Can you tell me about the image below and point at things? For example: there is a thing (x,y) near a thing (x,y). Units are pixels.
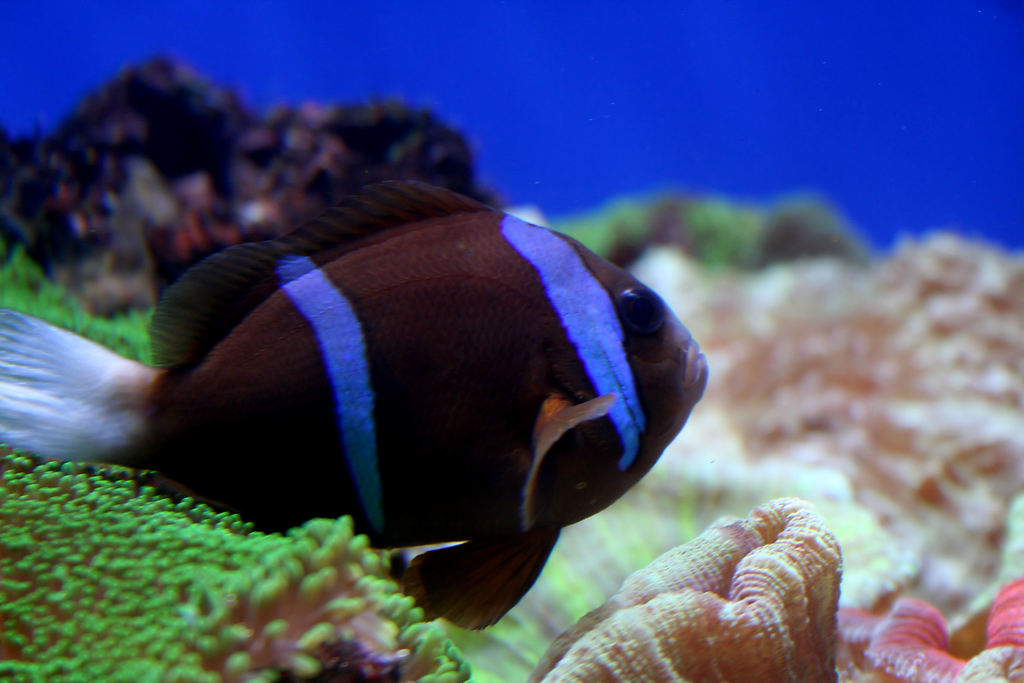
This is an aquarium (520,88) and here we can see a fish (435,347) and some aquatic plants (263,594) and shells (744,575).
